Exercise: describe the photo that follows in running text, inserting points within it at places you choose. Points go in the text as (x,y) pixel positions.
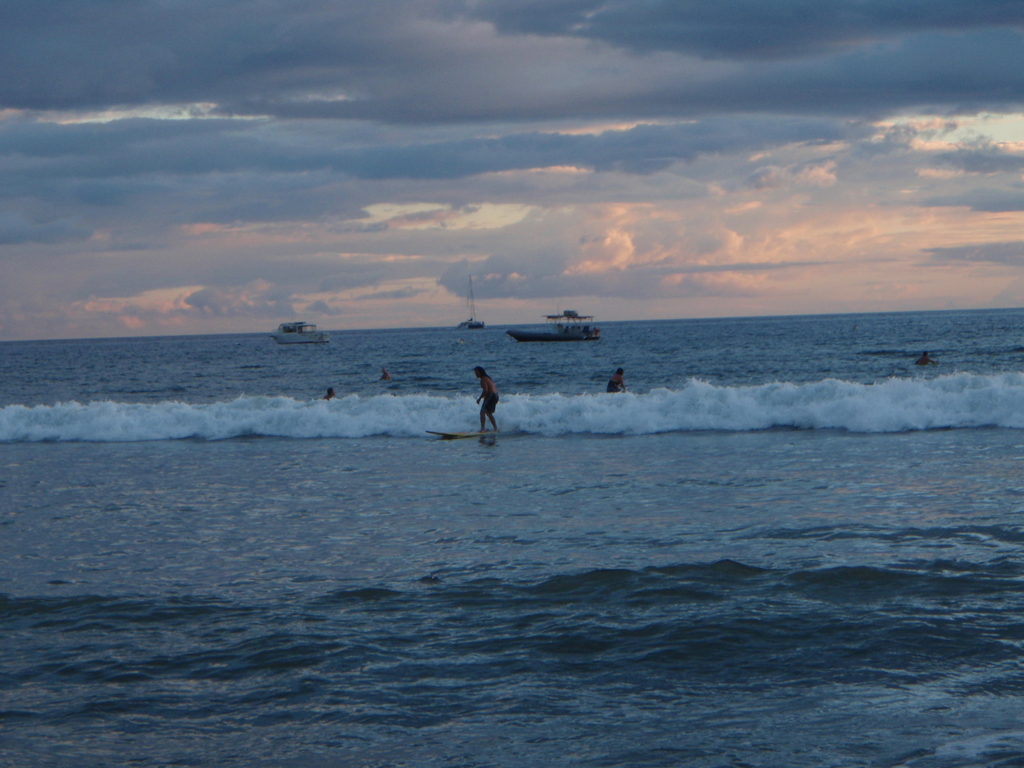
In this image I can see few people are in the water (472,419). I can see one person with the surfboard (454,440). To the side of these people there are boats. In the background (440,322) I can see the clouds (553,304) and the sky (617,224).
